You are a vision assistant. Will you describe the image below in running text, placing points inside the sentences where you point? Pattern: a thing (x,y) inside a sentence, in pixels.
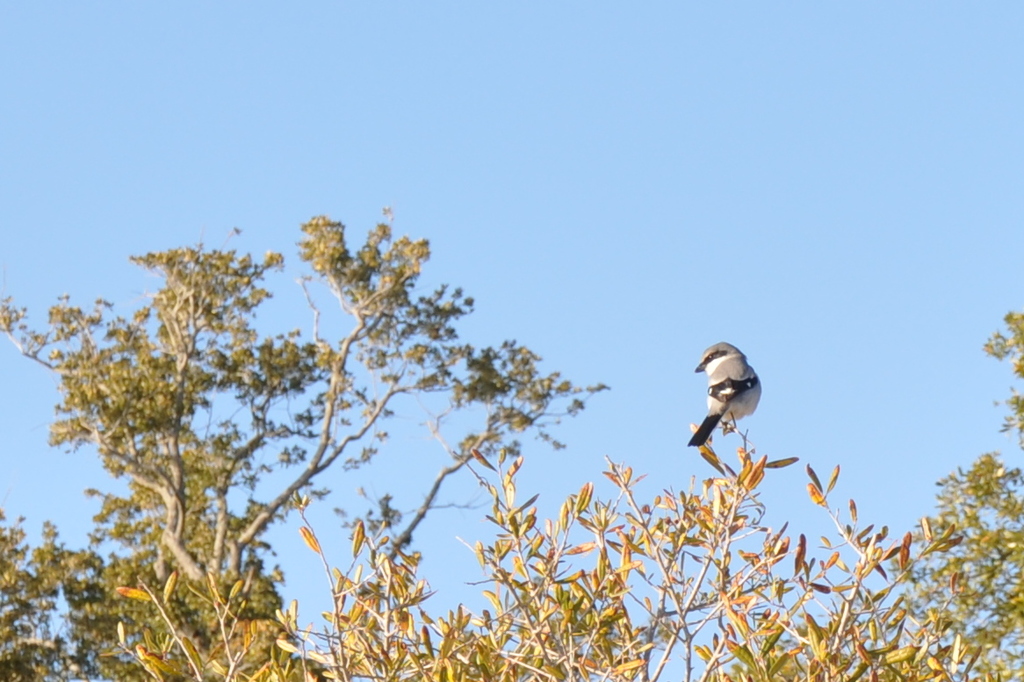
In the picture I can see a bird (728,410) standing on a tree (565,624) and there is another tree (184,465) on either sides of it.
